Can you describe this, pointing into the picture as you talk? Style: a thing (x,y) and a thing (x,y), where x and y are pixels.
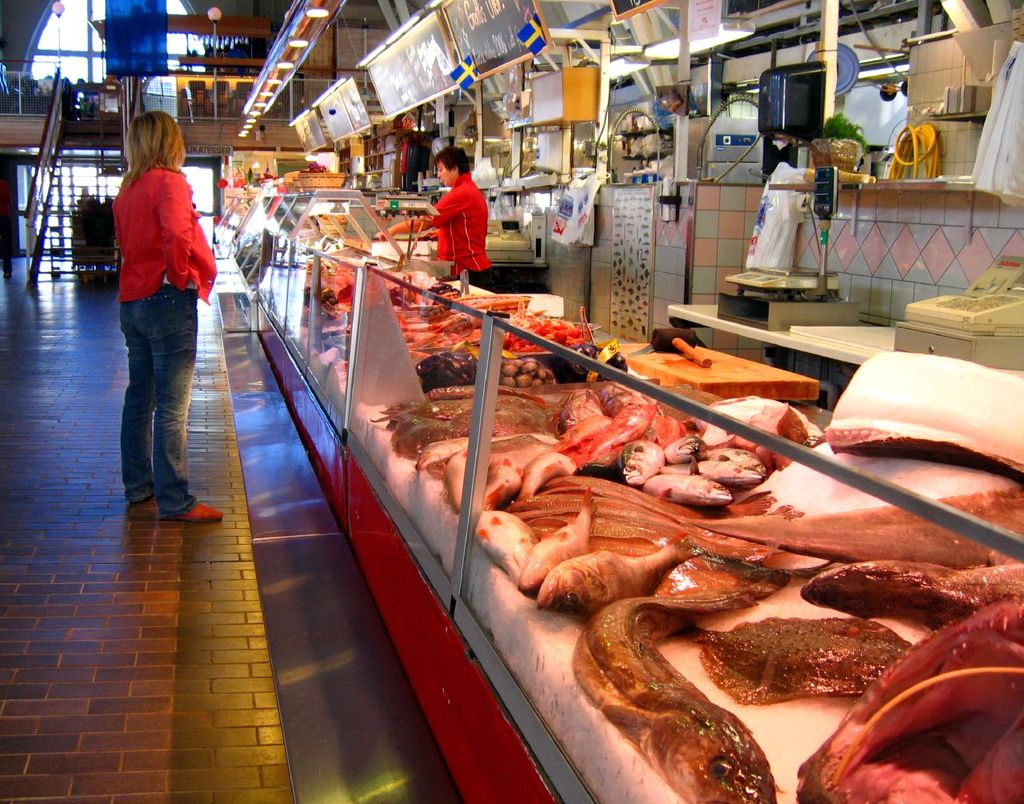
In this picture we can see a person (157,156) standing on the floor (205,479) and in front of this person (141,487) we can see name boards (366,116), lights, flags (457,74), hammer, wooden plank (724,363), group of fish (715,498), basket (329,185), plastic covers (777,211), pipe (914,153) and some objects (638,175) and in the background (76,170) we can see light poles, steps (70,142), cloth (145,54), railings (160,92), window (84,5).
